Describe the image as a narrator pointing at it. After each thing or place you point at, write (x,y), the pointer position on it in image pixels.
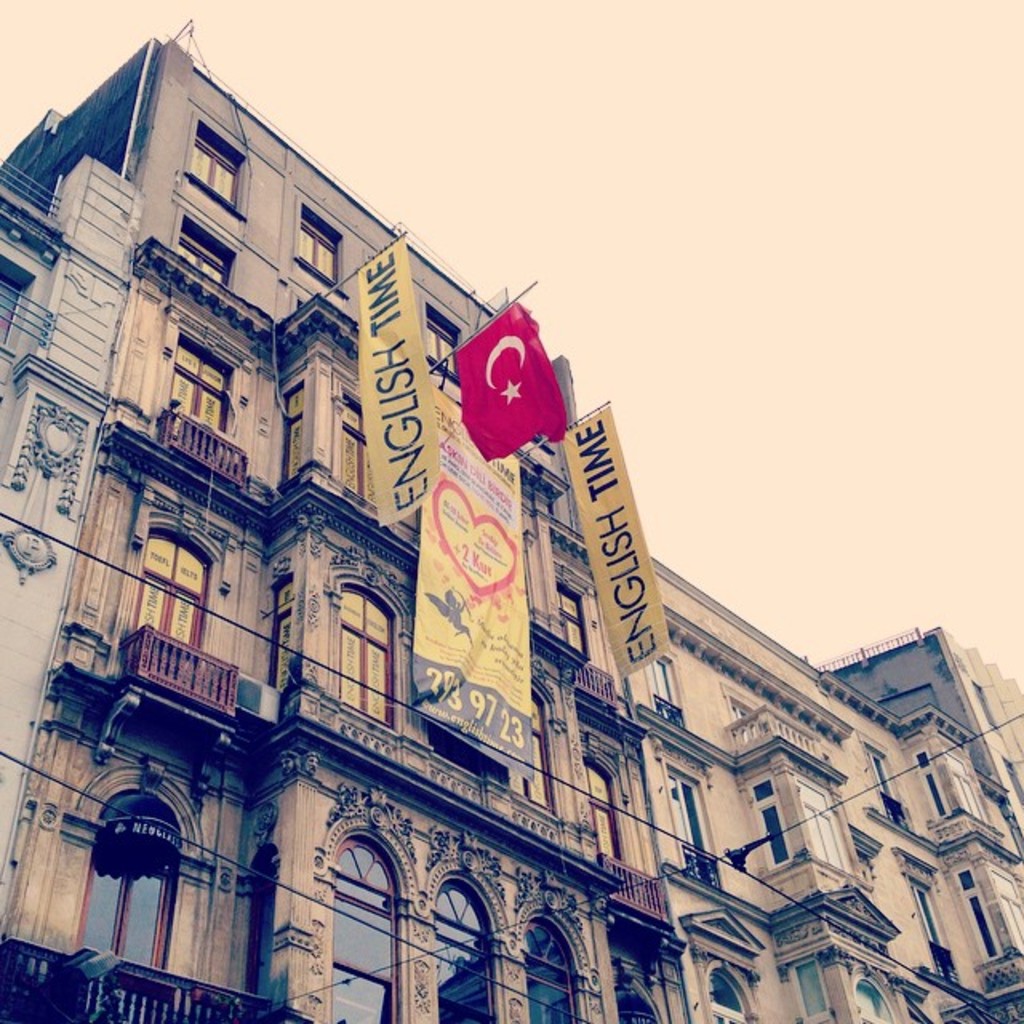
In this image I can see a building (263,812), windows (156,881), railings (158,658), flags (409,463) and the banner (487,565) is attached to the building (276,283). I can see the sky (899,355).
